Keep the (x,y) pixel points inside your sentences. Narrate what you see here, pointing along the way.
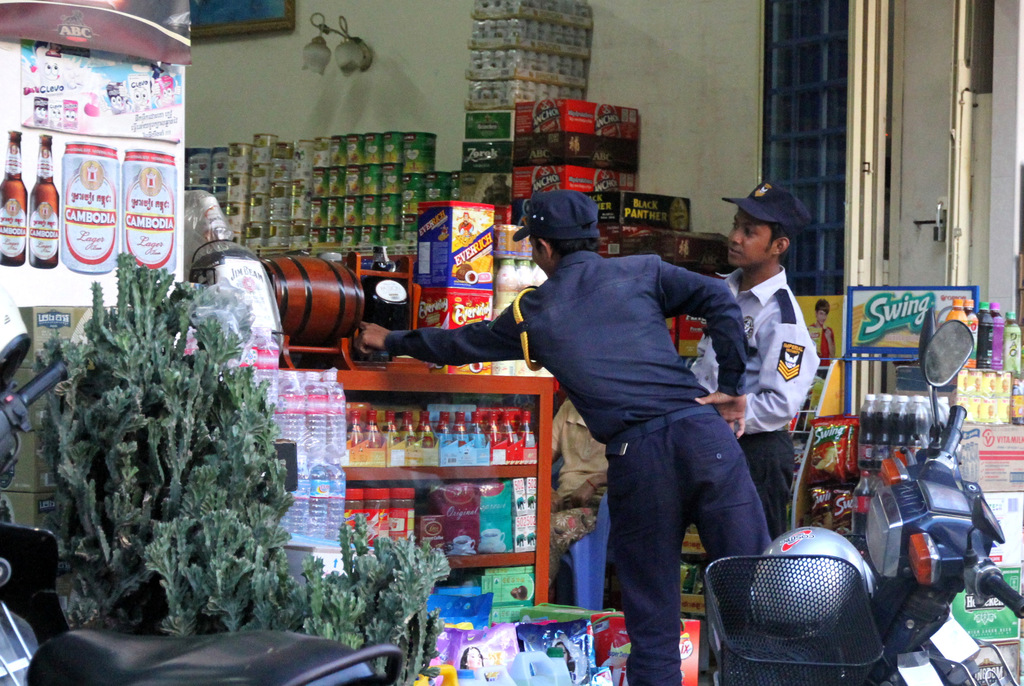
In the picture I can see two persons (647,412) are standing. These people (667,395) are wearing hats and uniforms (688,428). Here I can see a vehicle (889,607), plants (283,574), bottles (426,441), boxes (475,252), lights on the wall (353,80) and some other objects (413,150).
